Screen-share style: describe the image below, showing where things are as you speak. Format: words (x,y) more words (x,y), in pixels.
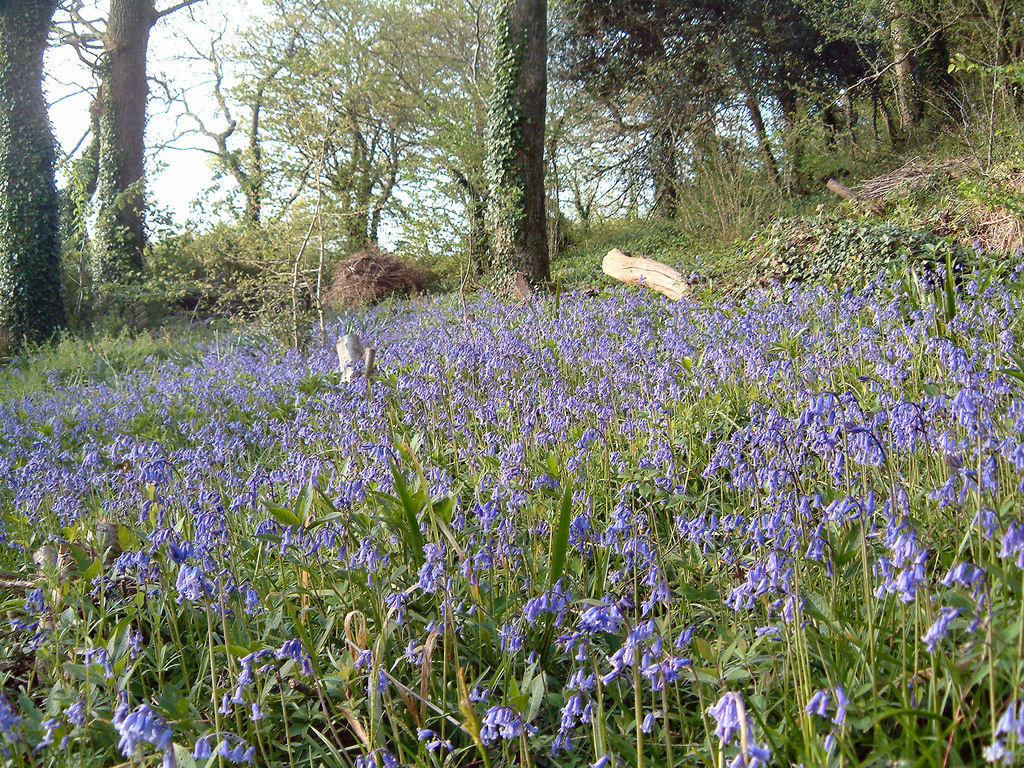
In this image we can see a group of plants (668,387) with flowers (659,411). We can also see the bark (542,237) of the trees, some dried plants (390,288), a group of trees (786,88) and the sky (181,200) which looks cloudy.
